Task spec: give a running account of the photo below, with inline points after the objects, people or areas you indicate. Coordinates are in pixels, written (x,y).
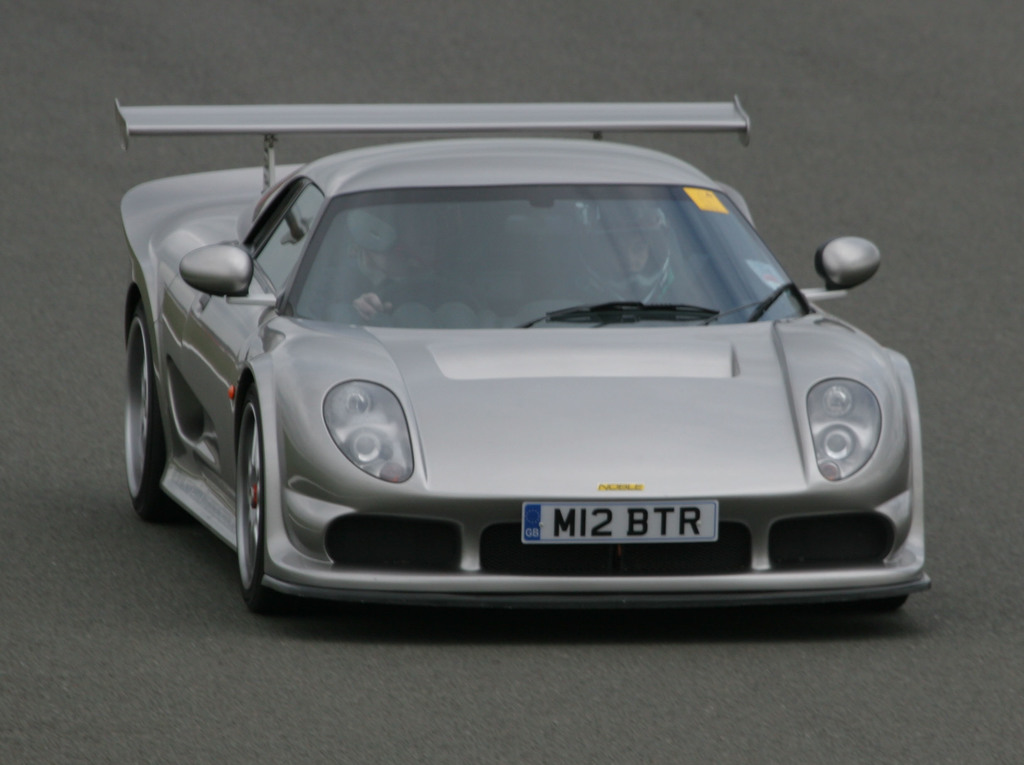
In this image there is a car (438,396) moving on the road (80,538) with the persons (393,278) sitting inside it with some text (591,524) and numbers (599,531) written on it.
